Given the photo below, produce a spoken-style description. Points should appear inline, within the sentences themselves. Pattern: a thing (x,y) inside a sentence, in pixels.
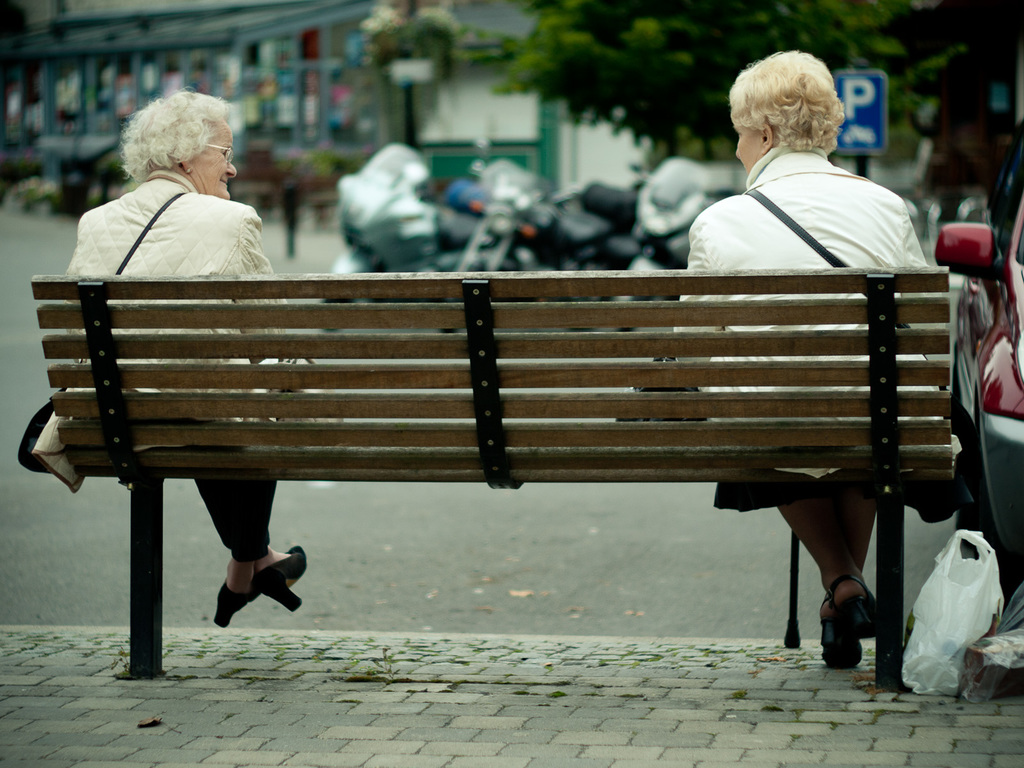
In this image, we can see people (163,236) sitting on the bench (196,289) and are wearing coats (164,225) and bags (148,228). In the background (641,177), there are vehicles (501,167) on the road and we can see trees (537,45), buildings (292,56), boards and we can see some other objects (931,662) on the sidewalk (316,687).
